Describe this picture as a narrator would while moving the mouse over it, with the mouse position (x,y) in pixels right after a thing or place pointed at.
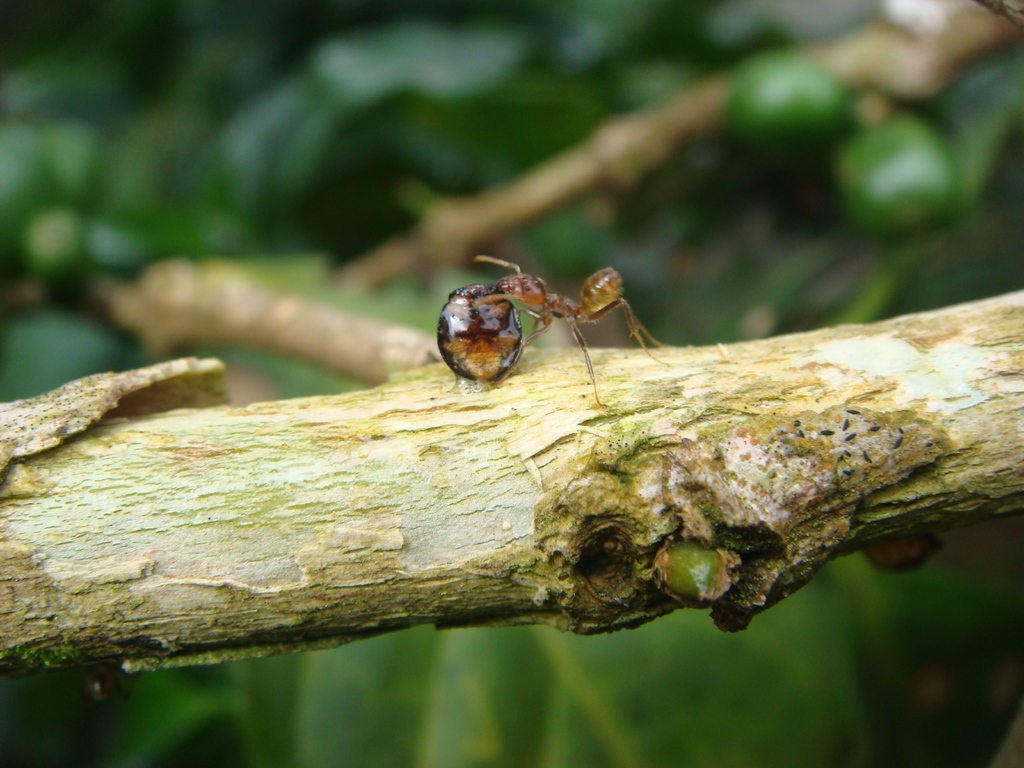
In the image there is an ant (534,305) standing on branch (617,486) of a tree (338,477).
